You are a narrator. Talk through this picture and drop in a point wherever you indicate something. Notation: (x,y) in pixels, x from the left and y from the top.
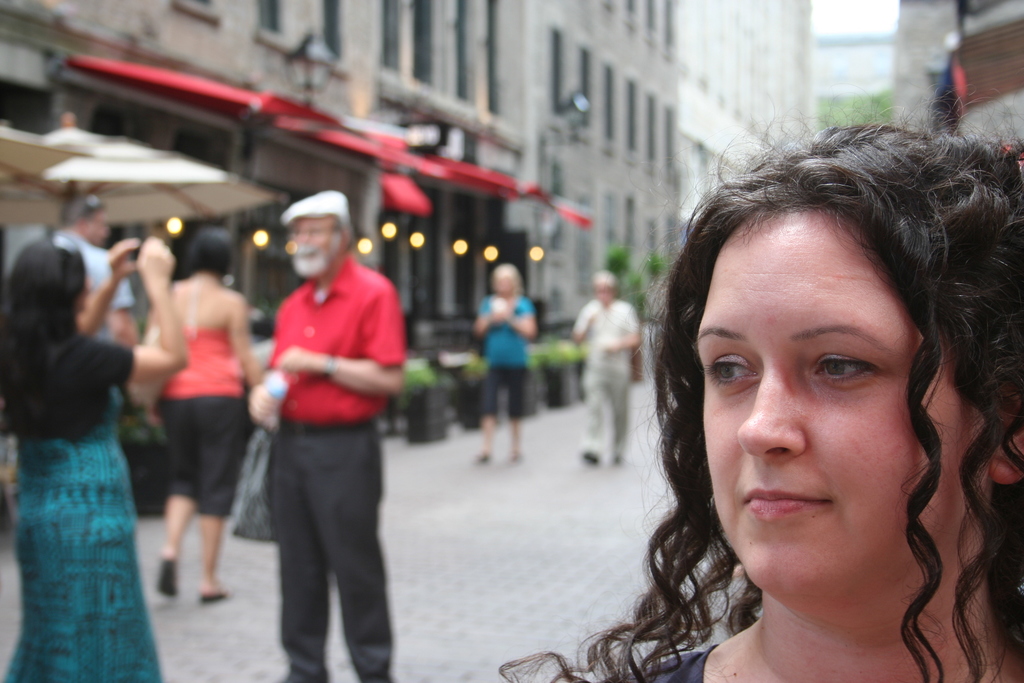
A woman (944,396) is standing at the right (969,450). There are other people (402,363) and buildings (697,179) at the back (500,363).
